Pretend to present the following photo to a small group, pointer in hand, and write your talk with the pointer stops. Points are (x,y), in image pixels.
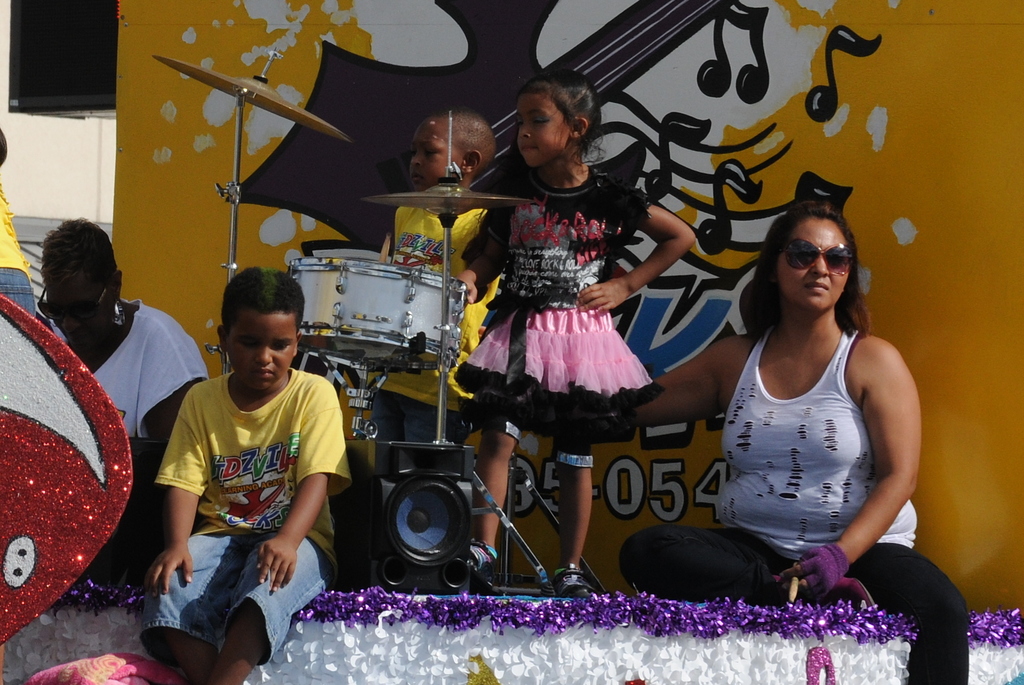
In the image there are two kids (438,234) standing in front of the drums (368,199) and around them there are few people (656,542) sitting on the stage (514,615) and behind the kids (472,252) there is some poster (290,165).
